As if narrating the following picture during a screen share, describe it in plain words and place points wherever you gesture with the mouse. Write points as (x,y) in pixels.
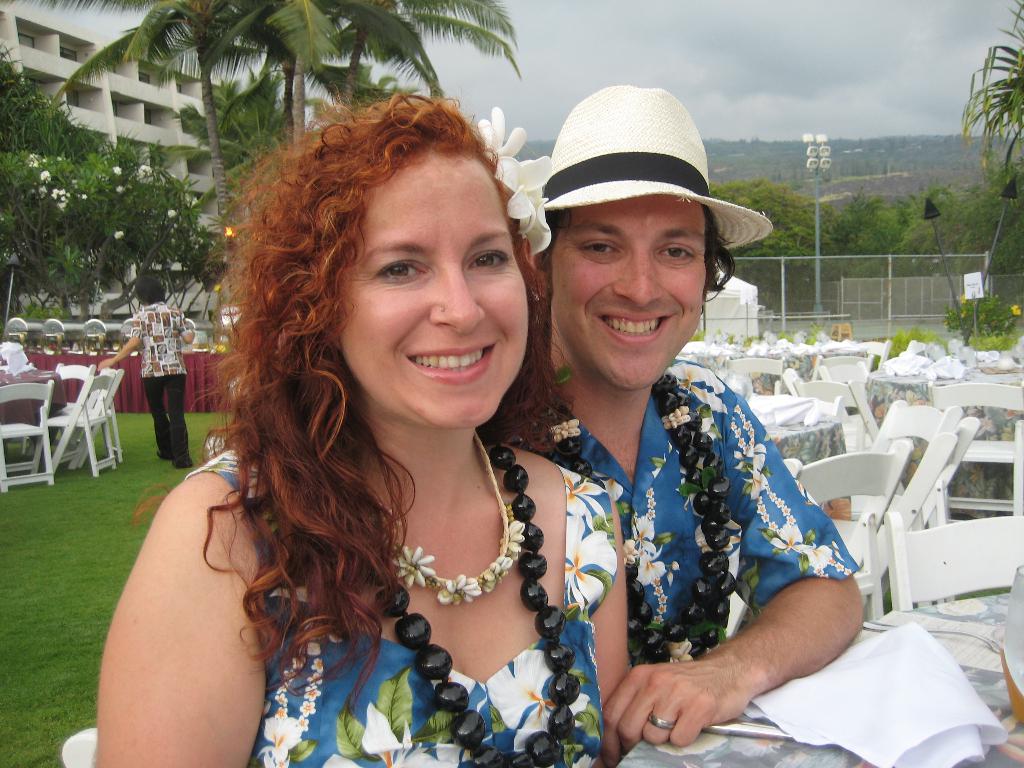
In this image I can see a woman (494,325) and a man (616,341) are sitting on chairs (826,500). I can also see smile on their faces (662,328). In the background (215,404) I can see number of tables (214,395), chairs (864,500), trees (104,204) and a building (39,68). I can also see one person (148,293) over here.
